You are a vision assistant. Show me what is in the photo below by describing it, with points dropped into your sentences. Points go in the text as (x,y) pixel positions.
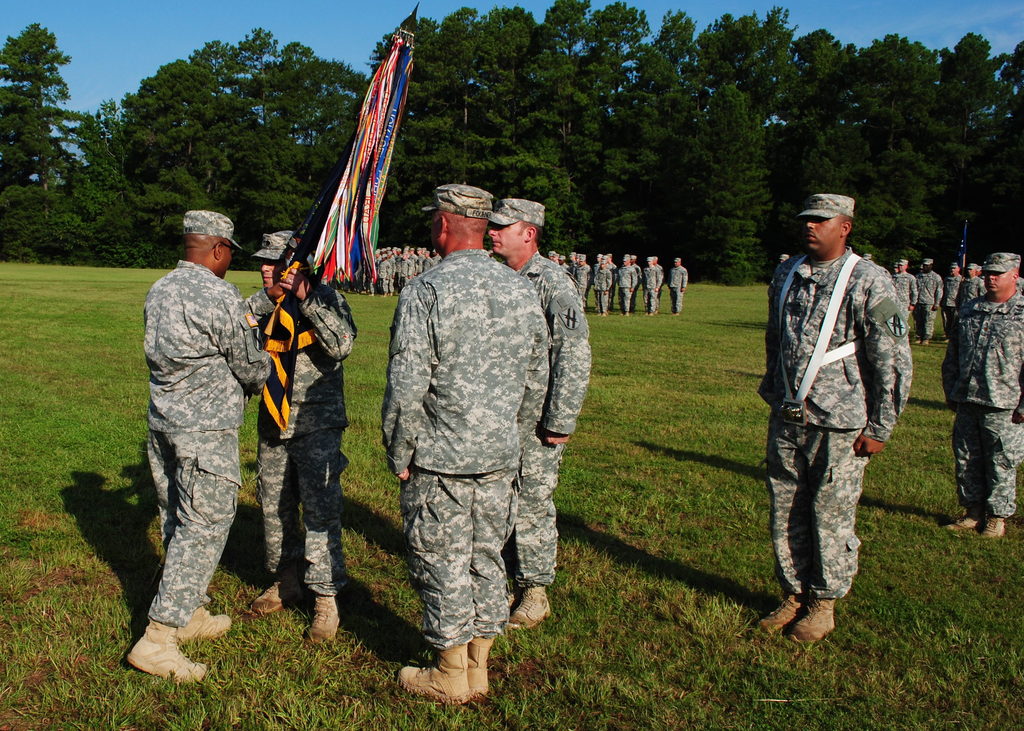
This picture is clicked outside. In the center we can see the two persons (253,330) standing on the ground (605,433) and holding flags (383,182). On the right (766,377) we can see the group of people (564,356) standing on the ground (925,634). The ground (698,526) is covered with the green grass (681,322). In the background (263,9) there is a sky (190,51) and the trees (656,147).
